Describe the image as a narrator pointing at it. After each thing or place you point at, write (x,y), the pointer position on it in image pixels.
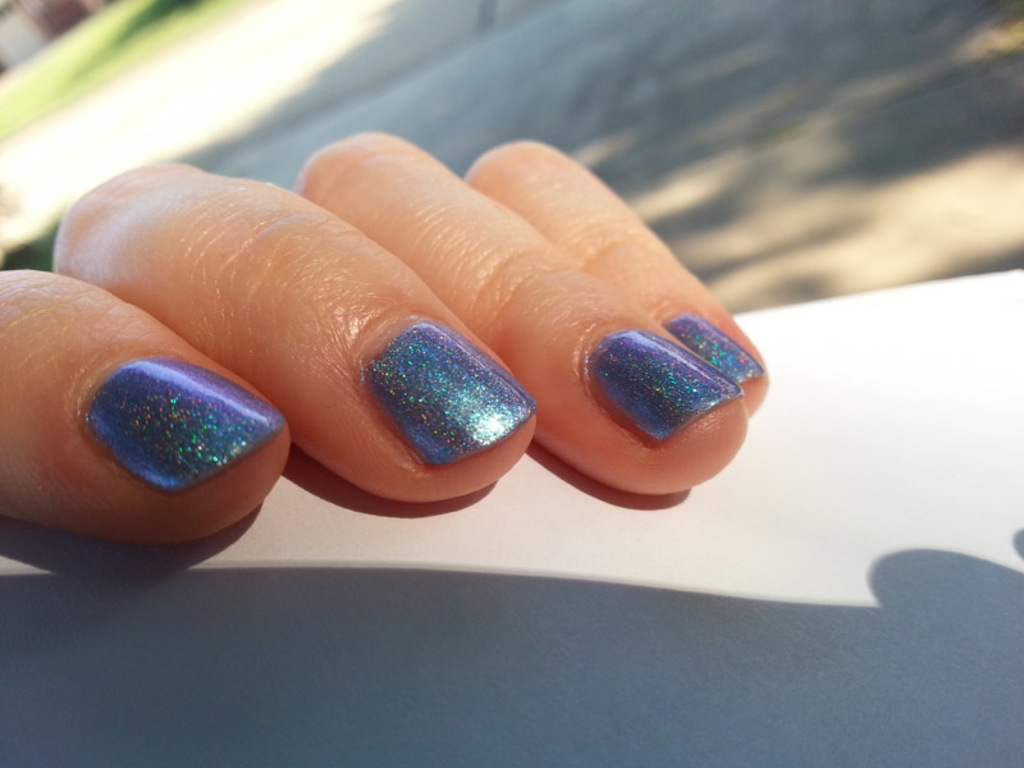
In this image there are fingers (438,430) on a surface (733,480), in the background (602,99) it is blurred.
